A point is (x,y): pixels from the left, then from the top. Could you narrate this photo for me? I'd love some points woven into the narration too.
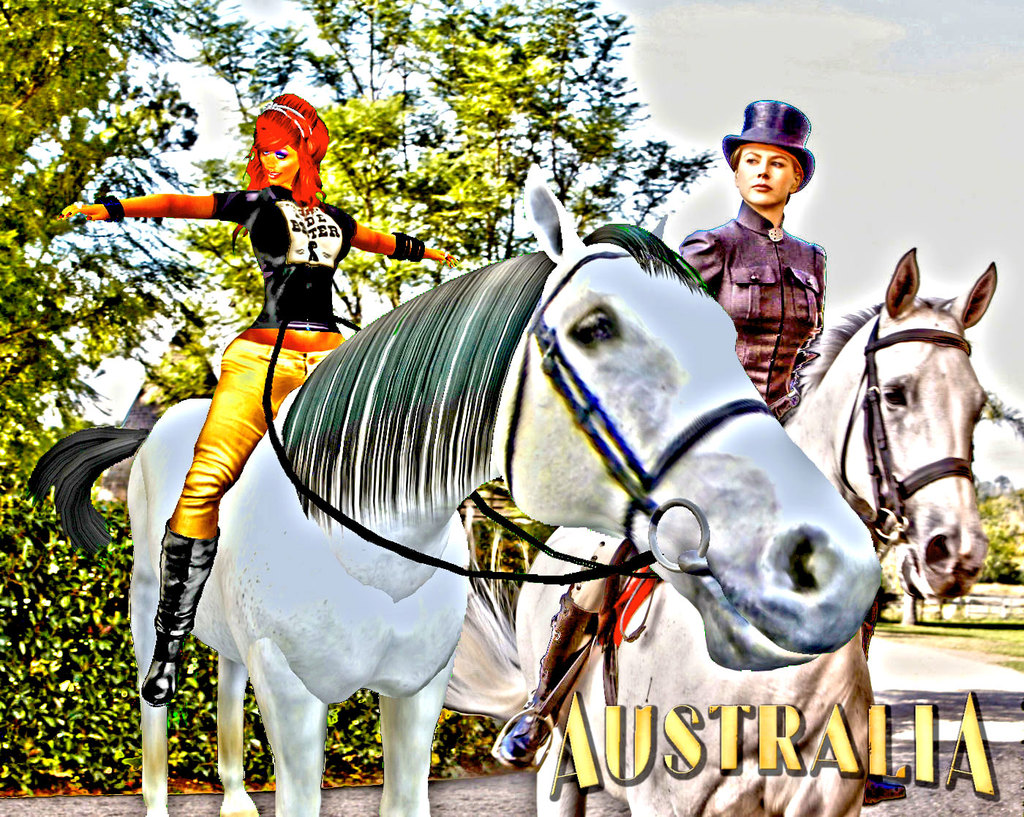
In this image we can see an animation. In the animation there are women (729,304) sitting on the horses (666,543), road (885,668), bushes (116,654), trees (343,123) and sky (843,228) with clouds (677,69).
